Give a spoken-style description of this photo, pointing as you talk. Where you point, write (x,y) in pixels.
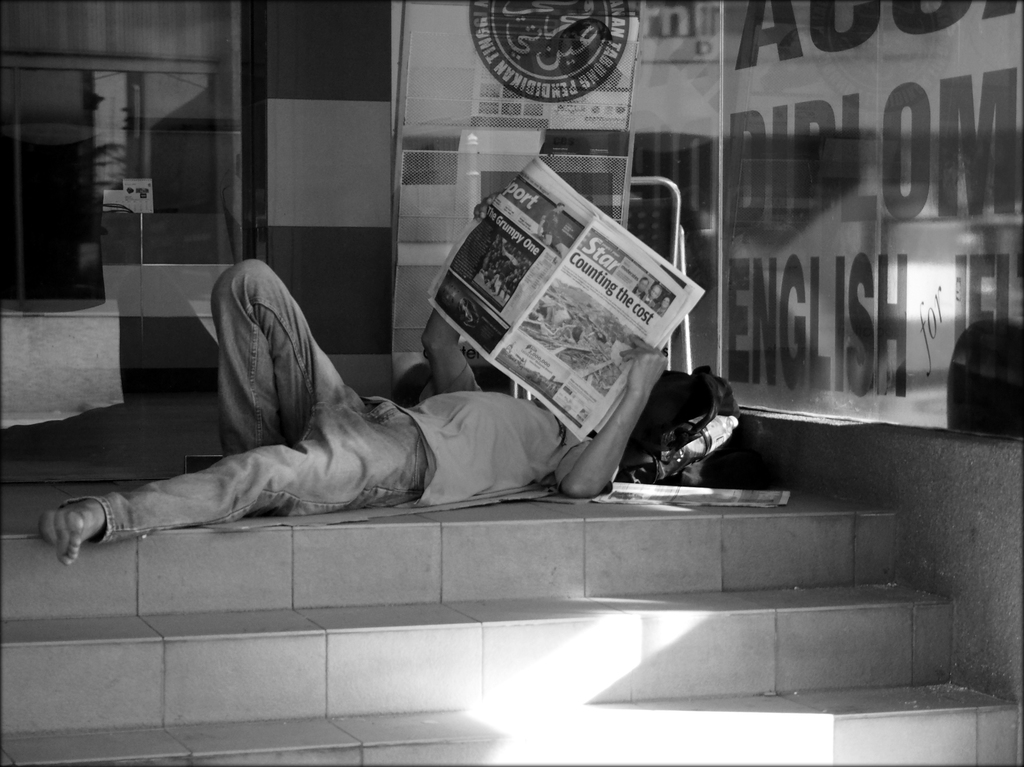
In this picture we can see a person (402,479), bag (647,426), bottle (689,448), steps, glass (881,121) with some text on it and this person (227,475) is holding a newspaper (449,316).
